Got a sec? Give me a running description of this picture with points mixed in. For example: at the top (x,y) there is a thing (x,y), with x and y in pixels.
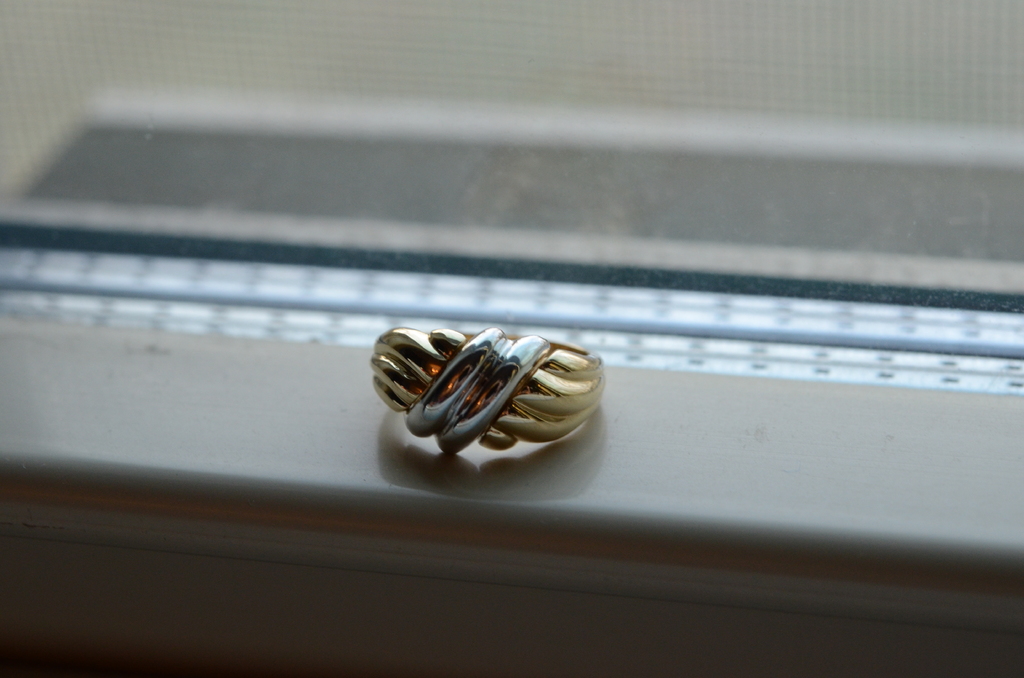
In this image we can see an object (532,362) which looks like a ring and the ring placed on a white surface (117,391) which looks like a wall (728,446) and in the background (224,271) the image is blurred.
